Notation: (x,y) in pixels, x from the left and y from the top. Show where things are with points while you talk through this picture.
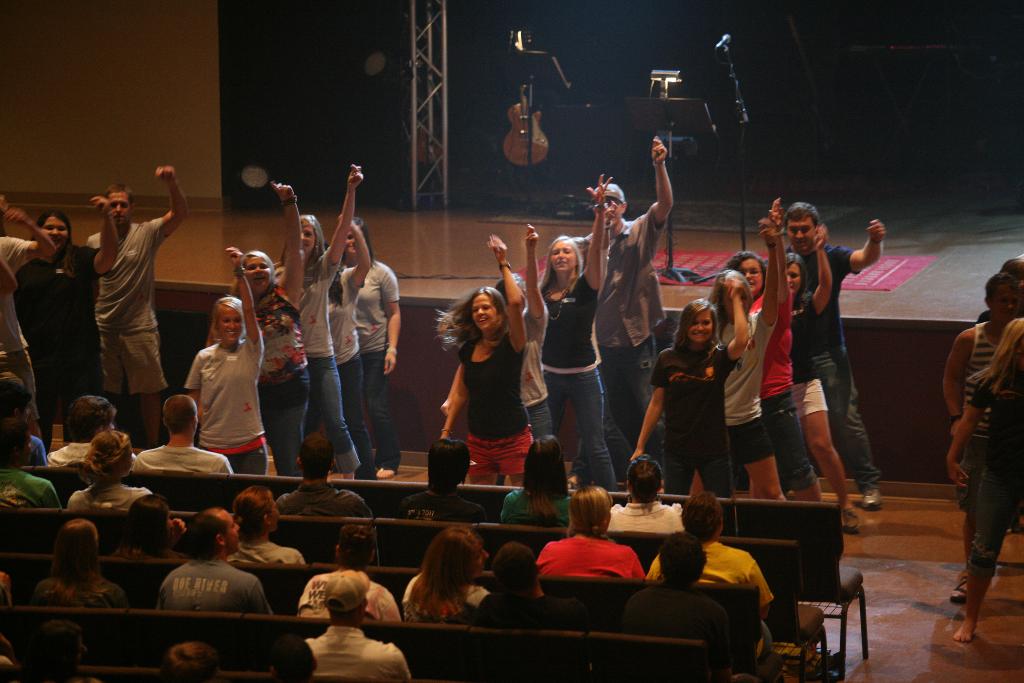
In this image there are people (406,508) sitting on chairs (18,551), in the background (131,380) few (281,401) are dancing and there is a stage (693,284), on that stage (170,285) there are musical instruments (506,150) and there is a wall (29,170).
